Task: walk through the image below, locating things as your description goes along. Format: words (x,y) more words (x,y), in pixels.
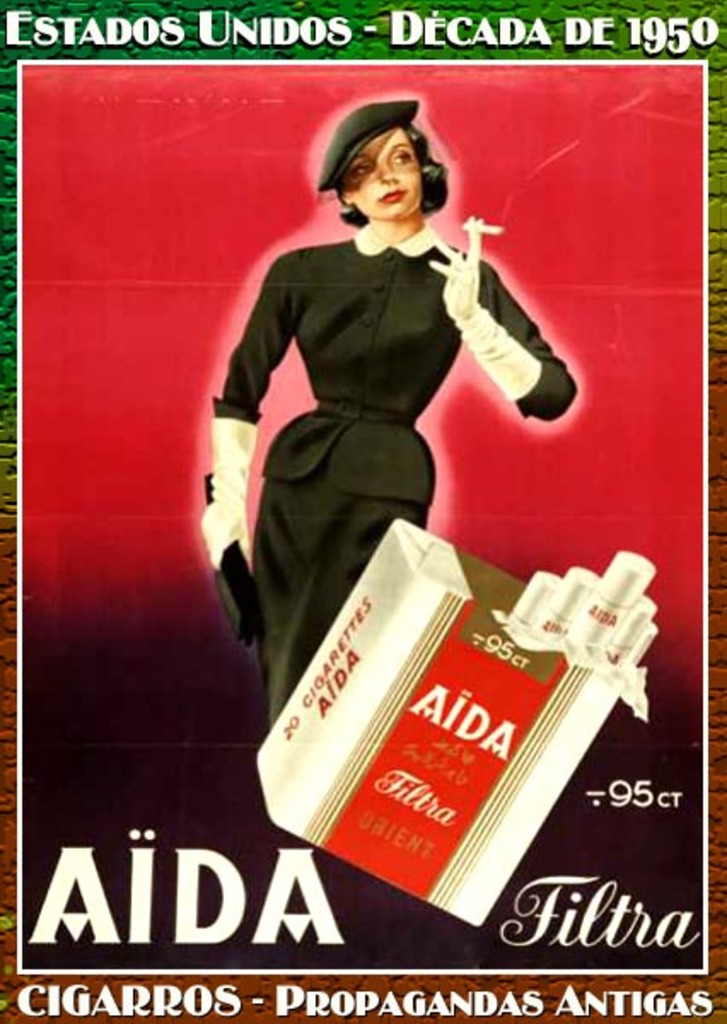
In this image there is a poster (570,110) of a woman (422,320) and a box (383,877) and some text (81,924) on it. Woman (400,307) is holding a cigarette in her hand (478,248). Box (384,689) is having few cigarettes (570,606) in it. Bottom of image (81,924) there is some text (381,999).
